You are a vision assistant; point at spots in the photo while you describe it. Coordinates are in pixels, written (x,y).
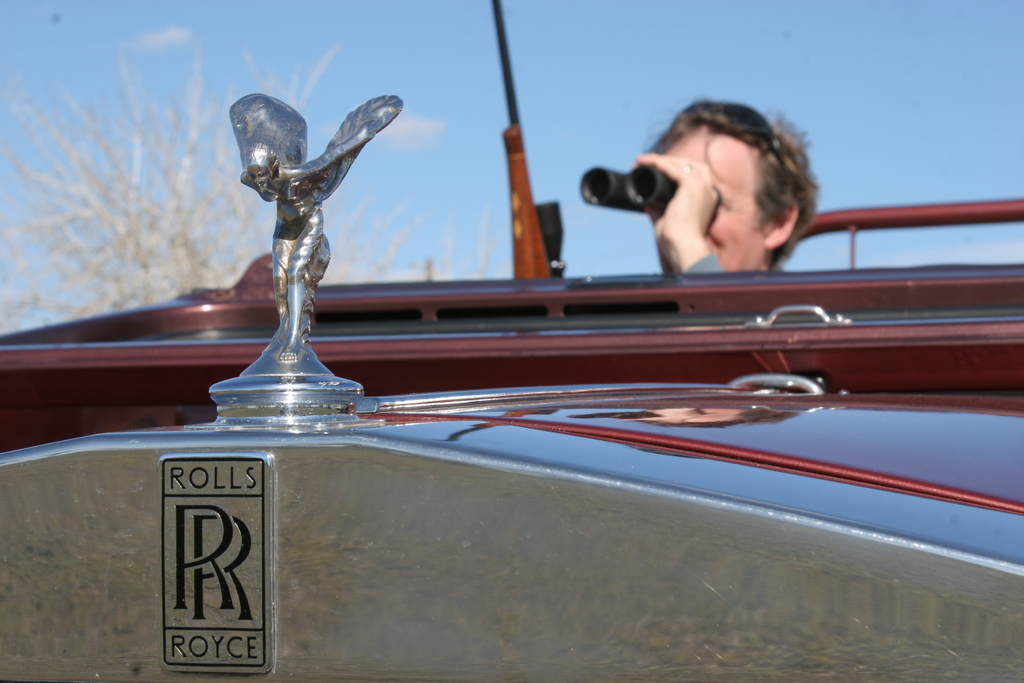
In the picture there is a car (3,512), on the car (317,389) there is a statue (301,403) and there is a logo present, there is a person (718,253) catching a gun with one hand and a binoculars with the other hand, behind there may be a tree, there is a clear sky (311,6).
